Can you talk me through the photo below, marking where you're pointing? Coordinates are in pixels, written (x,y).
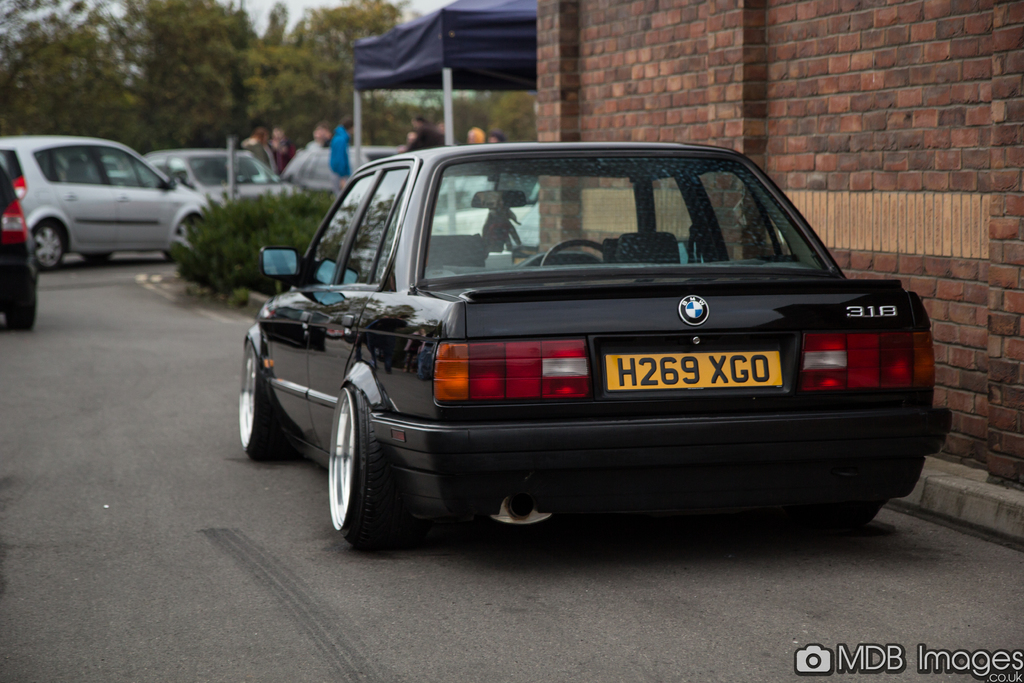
This is an outside view. Here I can see few cars (127,197) on the road (98,320). Beside the road (103,367) there are few plants (250,229). On the right side (809,102) there is a wall (876,71). In the background (467,36) there is a tent (435,53) and trees (229,78) and also I can see few people (344,141) standing. In the bottom right-hand corner (863,658) there is some edited text (878,662).
